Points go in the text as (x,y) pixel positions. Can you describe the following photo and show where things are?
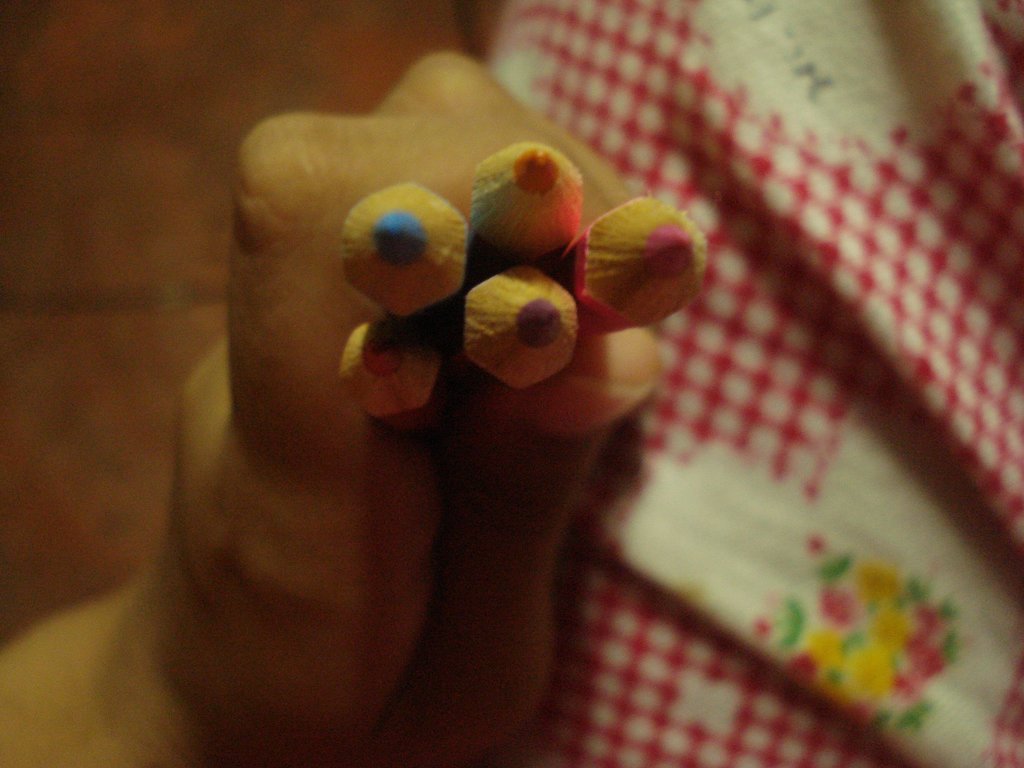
In the picture there is a person (451,723) catching some pencils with the hand (311,672), beside there is a cloth (695,537), on the cloth (678,728) there is some design (764,725) present.
